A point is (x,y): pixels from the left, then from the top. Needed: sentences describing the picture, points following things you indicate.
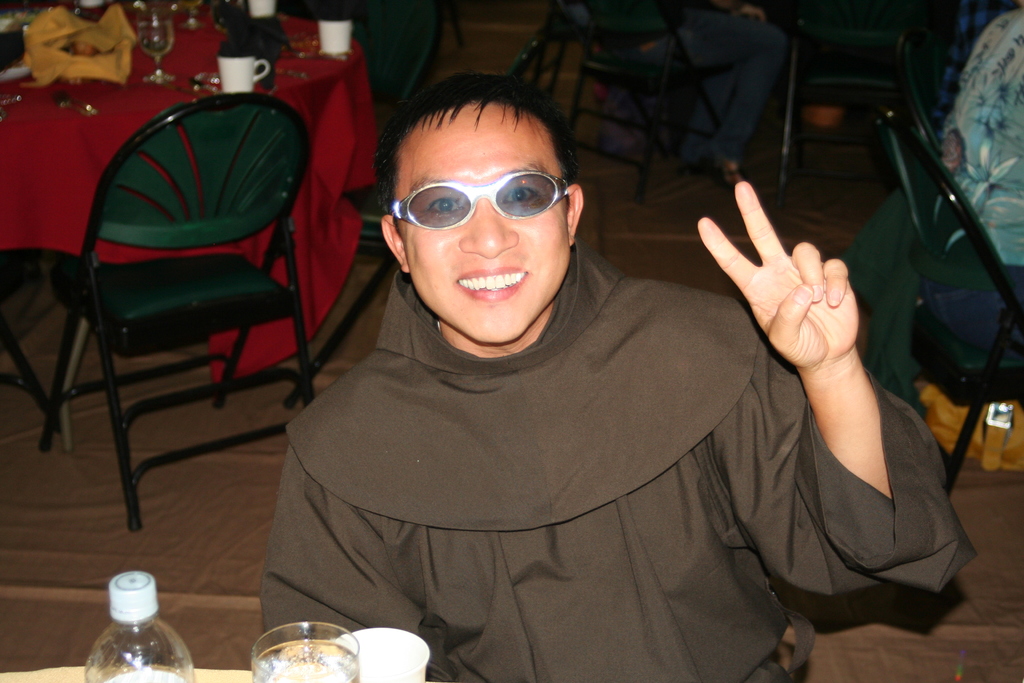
In this image there are people (518,549) sitting on the chairs (898,150) at the table (51,99). In the foreground (467,469) there is a person (516,527) sitting. He is smiling. In the bottom left (156,668) there are glasses (283,664) and a bottle (105,655) on the table (82,672). In the top left (78,85) there is a table (130,119). There is a cloth (71,159) spread on the table (61,180). There are cups (231,60), glasses (151,31) and covers (85,55) on the table (85,55). The background (467,23) is dark.
